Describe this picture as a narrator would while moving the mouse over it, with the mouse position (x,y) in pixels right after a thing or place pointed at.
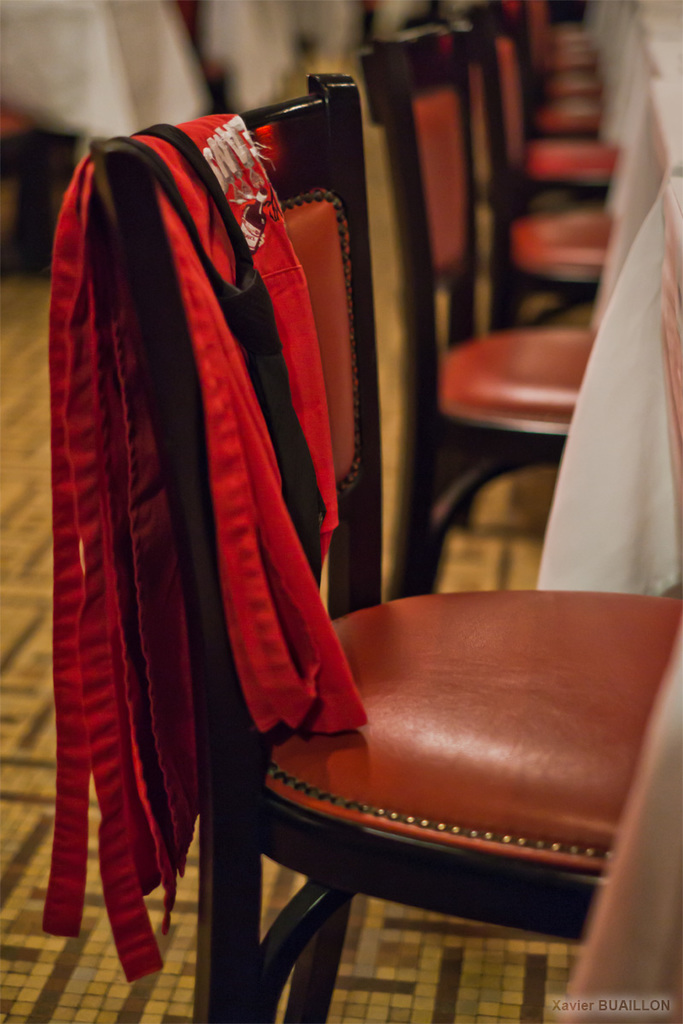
In the image we can see there are many chairs (433,507) and on the chair (367,513) there is a cloth (268,509). Here we can see the floor (104,1006) and the background (465,253) is blurred. On the bottom right (602,1002) we can see the watermark (638,1004).
